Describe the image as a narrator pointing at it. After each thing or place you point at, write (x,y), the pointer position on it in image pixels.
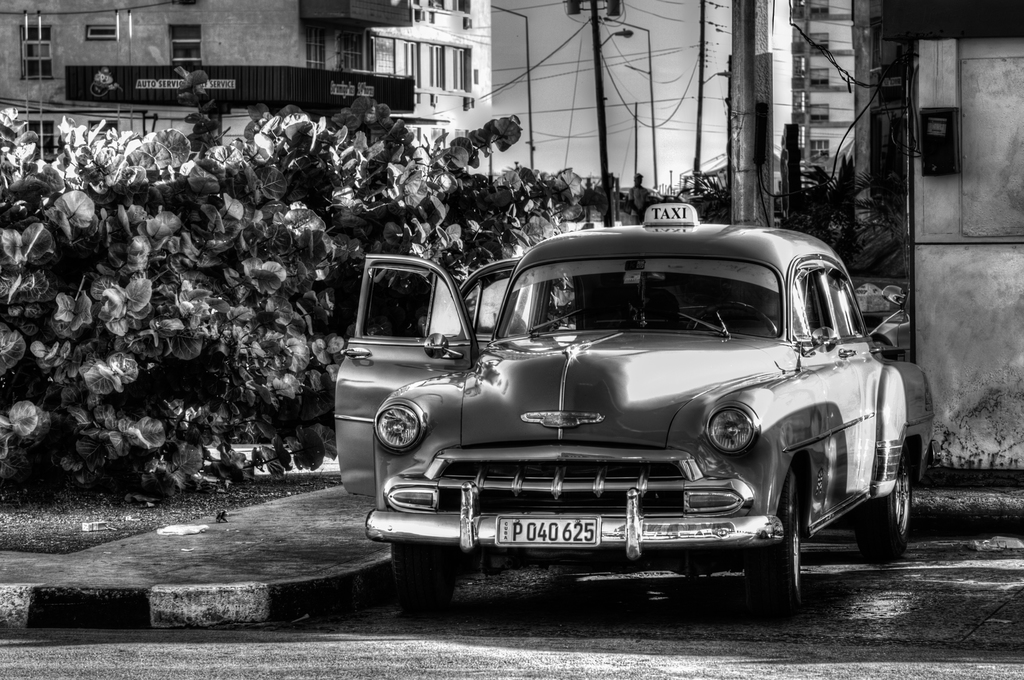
It is black and white image. In this image, we can see a car (688,521) is parked on the path (793,646). Background (998,450) we can see few plants (49,190), buildings (804,156), poles (794,144), wires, walls (462,128), windows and some objects (661,190). Here we can see a person (635,211) is standing.
